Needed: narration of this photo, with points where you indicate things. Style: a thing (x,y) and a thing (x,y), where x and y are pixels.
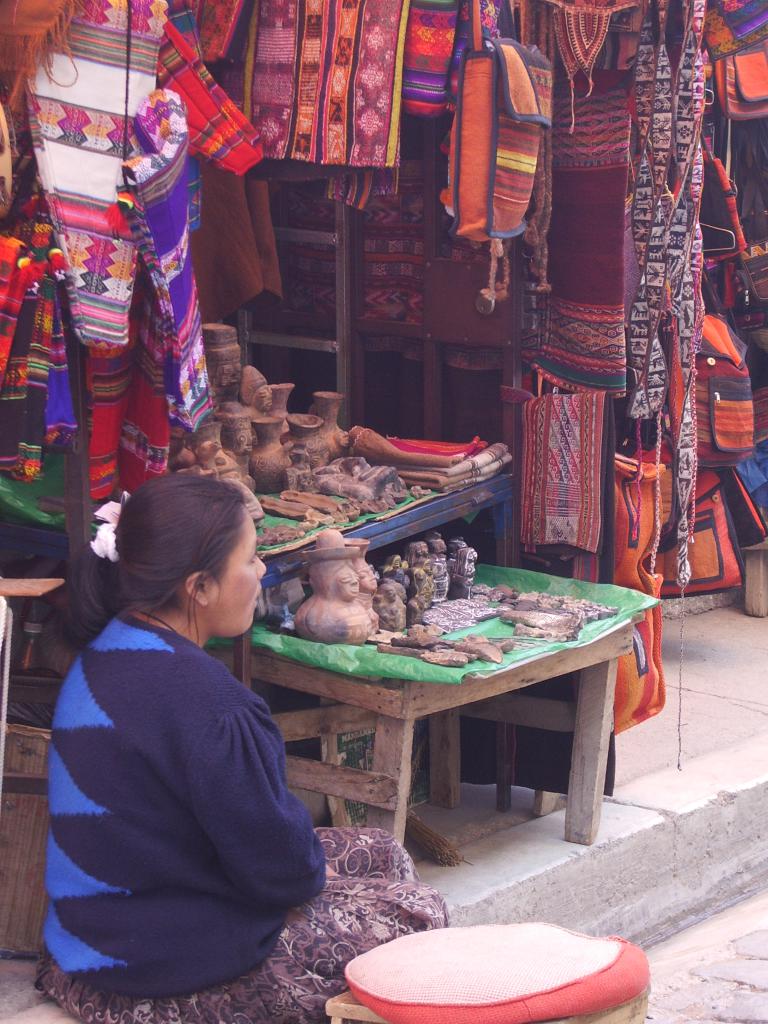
In this image there is a woman (123,959) sitting on the floor (41,1006). In front of her there is a table (381,687). There are sculptures (331,549) on the tables (291,551). Behind the tables (385,697) there are bags (543,80) and clothes (617,333) hanging. At the bottom (480,989) there is a cushion (385,995) on the stool (346,1010).
